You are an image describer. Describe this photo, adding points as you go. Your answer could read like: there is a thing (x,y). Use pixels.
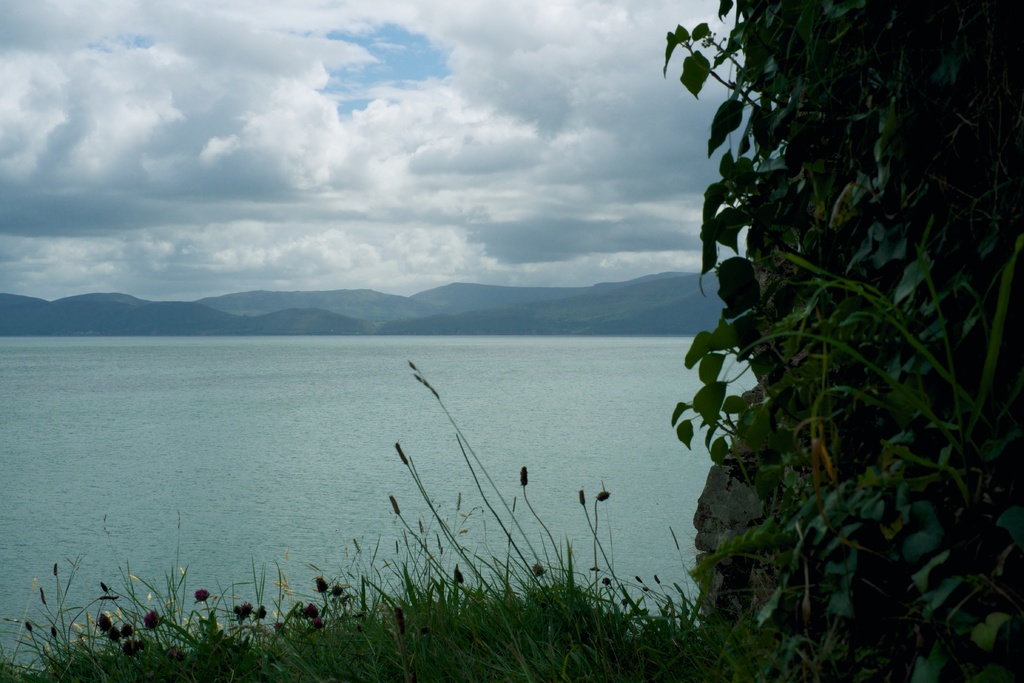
In this picture I can see the plants (853,46) and grass (587,617) in front (471,661) and in the middle of this picture (480,364), I can see the water (445,336). In the background (354,288) I can see the mountains (38,302) and the cloudy sky (479,214).
